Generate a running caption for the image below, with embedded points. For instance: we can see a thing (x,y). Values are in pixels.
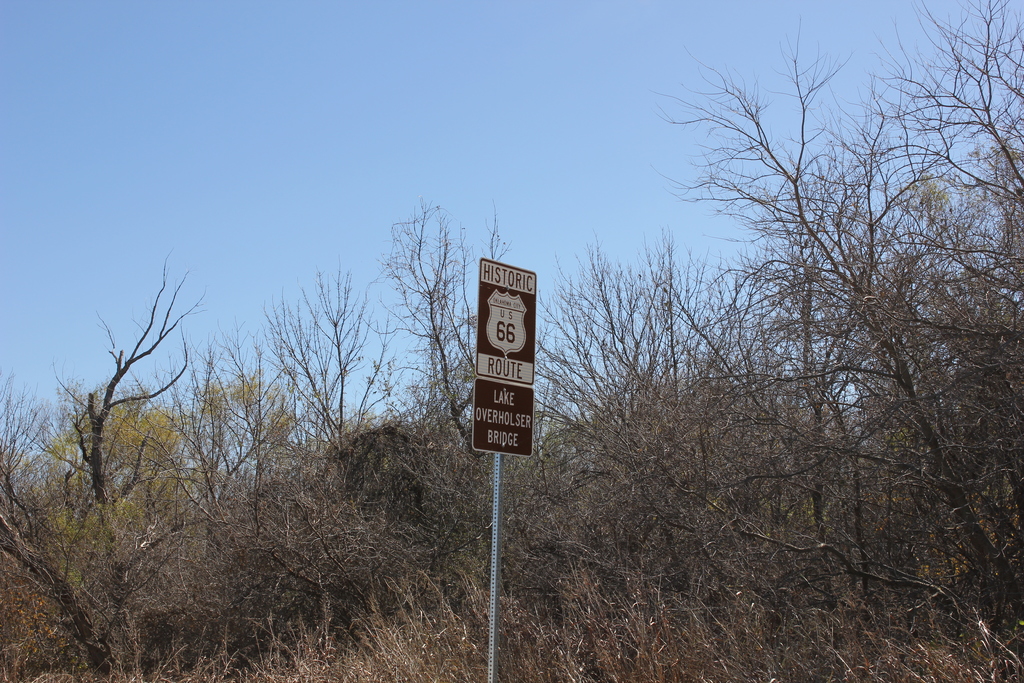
In this image, we can see a sign board (495,408) with pole (491,610). Background (994,528) there are so many trees (678,502) and sky (263,7).
